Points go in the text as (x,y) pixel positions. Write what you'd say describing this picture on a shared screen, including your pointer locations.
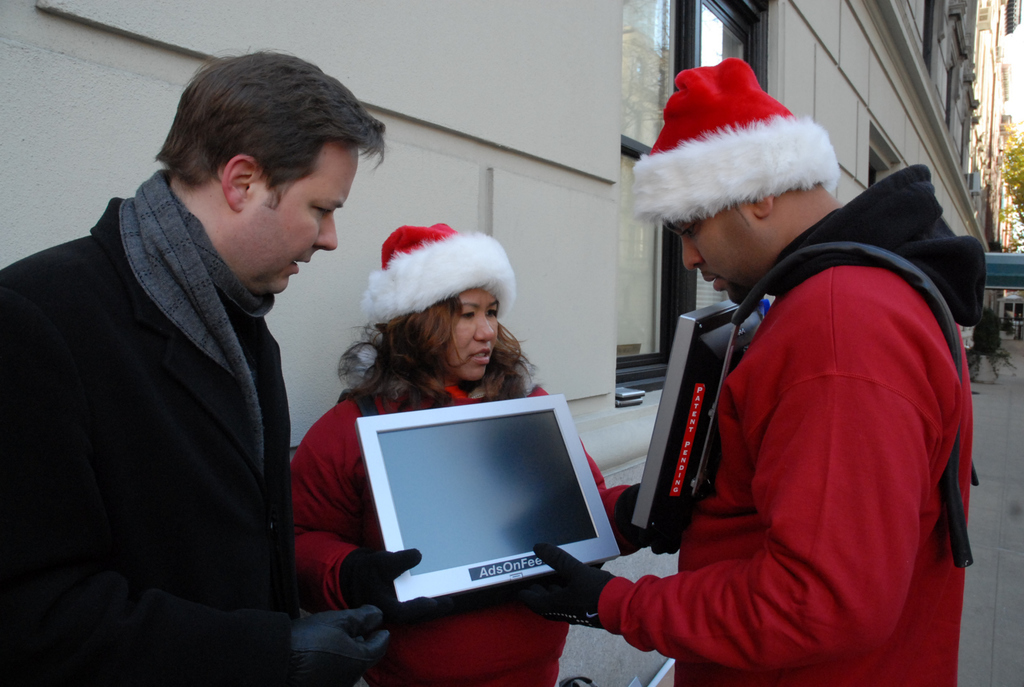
This picture is clicked outside. In the foreground (182,450) we can see the three persons (586,625) holding some objects (490,533) and standing on the ground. In the background (680,55) we can see the buildings (952,78), tree (1007,162) and some other objects (1019,318).
